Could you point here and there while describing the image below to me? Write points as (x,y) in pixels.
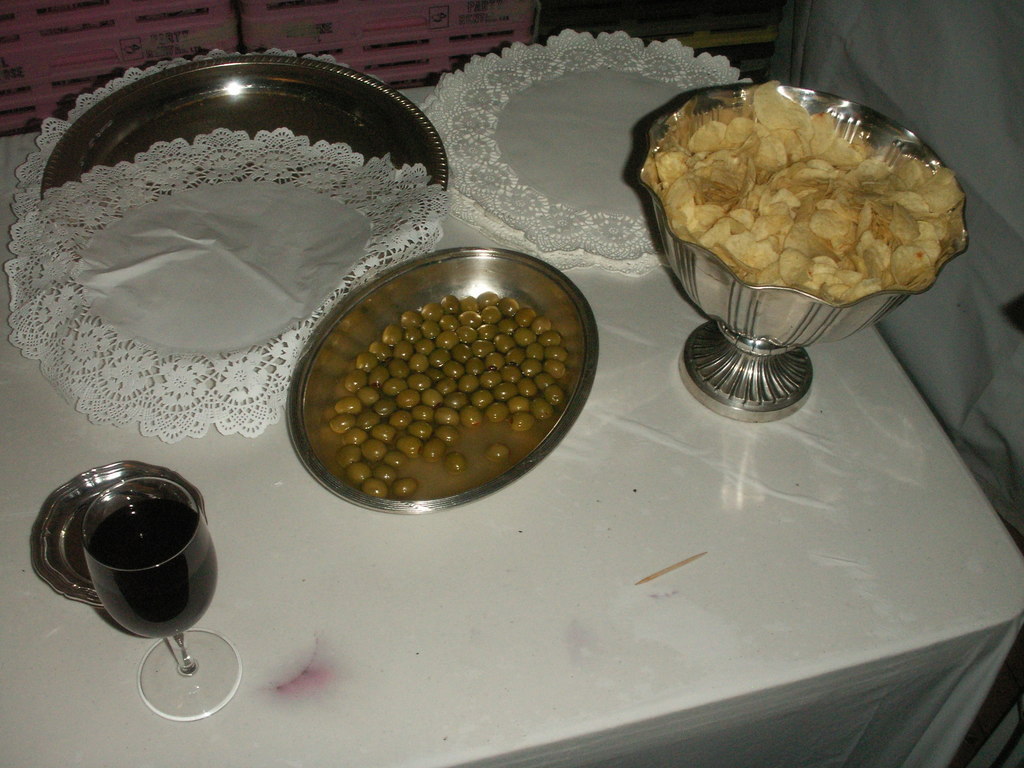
In this image there is a plate (194,78), beside the plate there are few clothes (384,211), chips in a bowl (795,352), a food item (433,320) in another bowl (522,277), glass drink (233,679) and a small plate (76,552) are placed on a table (765,497).
